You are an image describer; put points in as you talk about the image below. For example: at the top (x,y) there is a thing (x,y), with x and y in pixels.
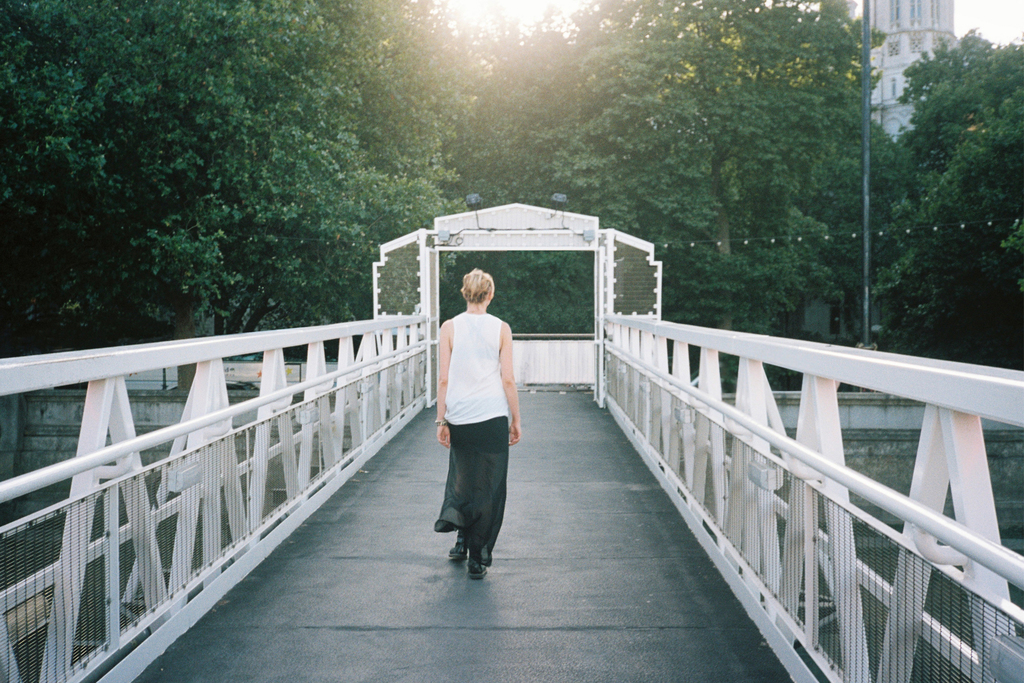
In the middle (466,442) I can see a person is walking on the bridge (394,483). In the background (881,199) I can see trees (516,188), pole (867,205), buildings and the sky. This image is taken may be during a day.
